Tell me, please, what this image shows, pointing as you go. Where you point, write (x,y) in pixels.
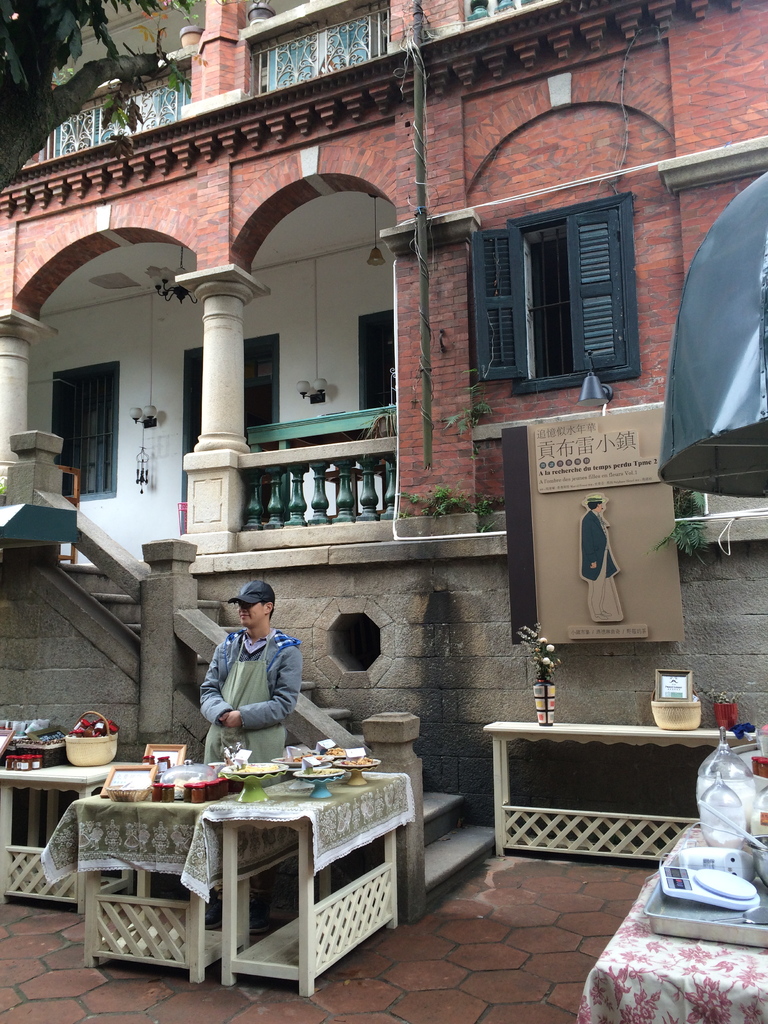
This picture is taken outside the building (336,536) where a man (283,673) is standing in the center (286,648) and is wearing a black colour hat (249,595). In front of this man (250,676) there are tables (203,818). On the table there are things (264,774) kept in the background (281,545) there is a building (453,241) with red colour wall (672,113), black colour window (609,275). A tree (95,15). At the right side (710,335) there is a black colour tent (709,351).
